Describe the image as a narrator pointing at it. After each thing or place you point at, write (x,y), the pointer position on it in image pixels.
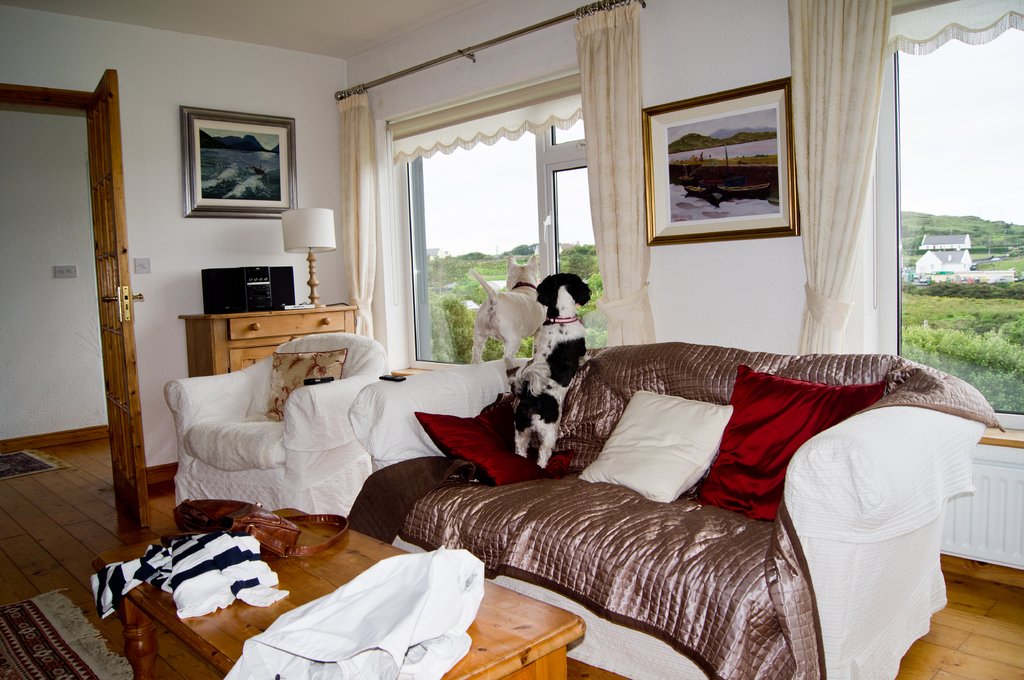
In this image I can see a sofa (394,400) and a chair (264,445). Here I can see two animals (581,323) on it. On this wall (708,249) I can see few frames (663,228). Here I can see number of trees (1000,354) and number of buildings (925,255).
